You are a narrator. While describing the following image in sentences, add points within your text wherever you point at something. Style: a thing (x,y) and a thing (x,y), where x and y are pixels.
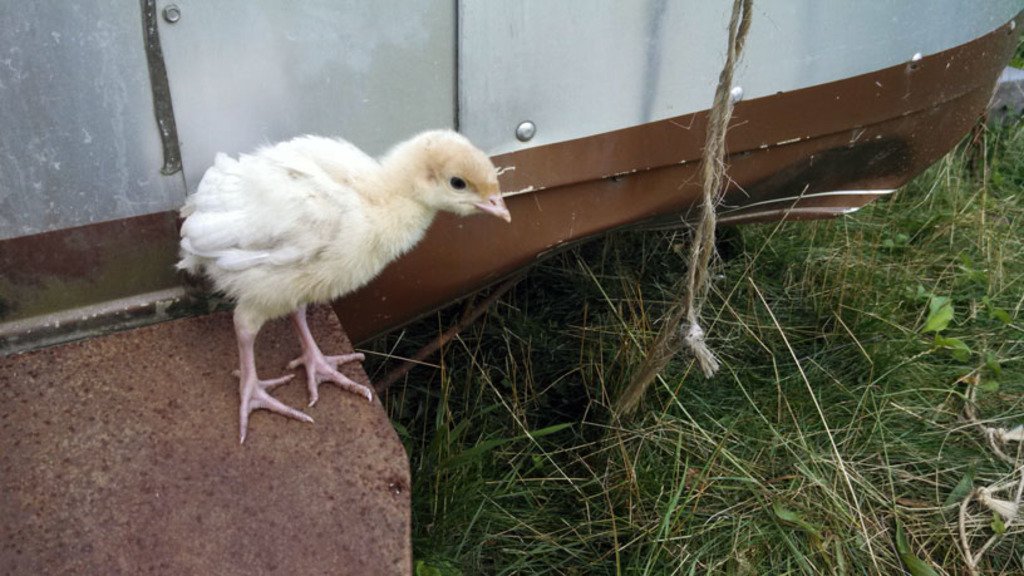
In the picture I can see a chick (275,254) on the left side (255,238). I can see the green grass (772,256) and the rope (720,154) on the right side (730,93). It is looking like a metal structure object (678,94) at the top of the picture (538,71).
